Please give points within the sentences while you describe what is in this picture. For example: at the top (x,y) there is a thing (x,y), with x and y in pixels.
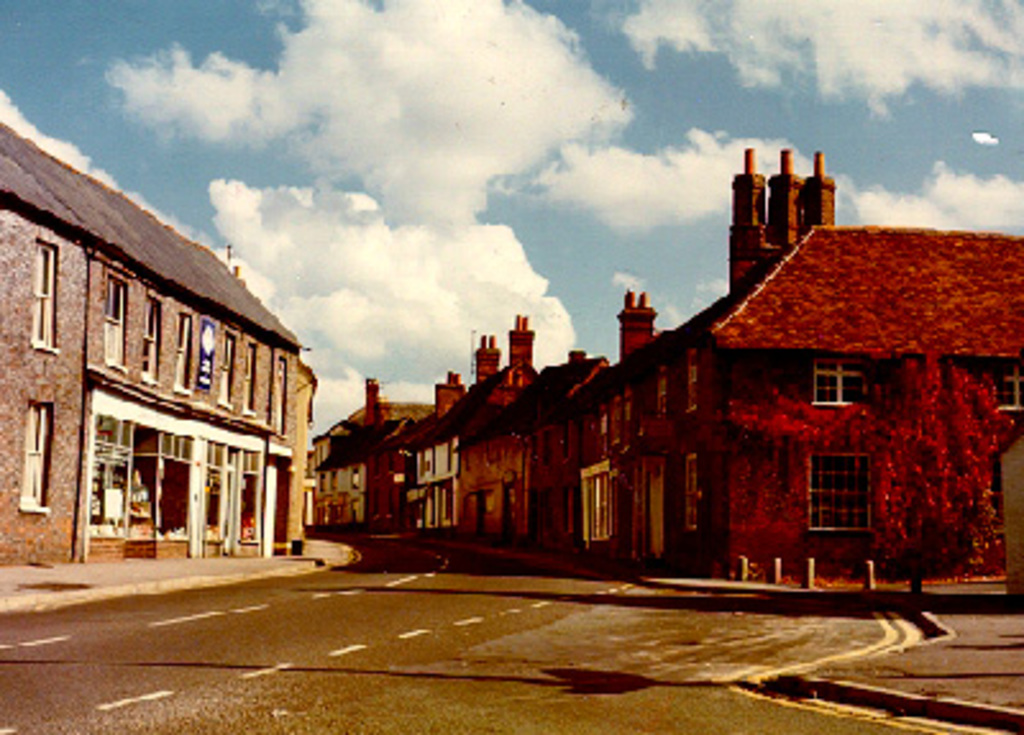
We can see road (379,588) behind the road (426,559) there are many buildings (525,522), right side building (659,524) is in red color and left side building (228,400) is in light brown color. The sky (304,205) is full of clouds (321,250).
